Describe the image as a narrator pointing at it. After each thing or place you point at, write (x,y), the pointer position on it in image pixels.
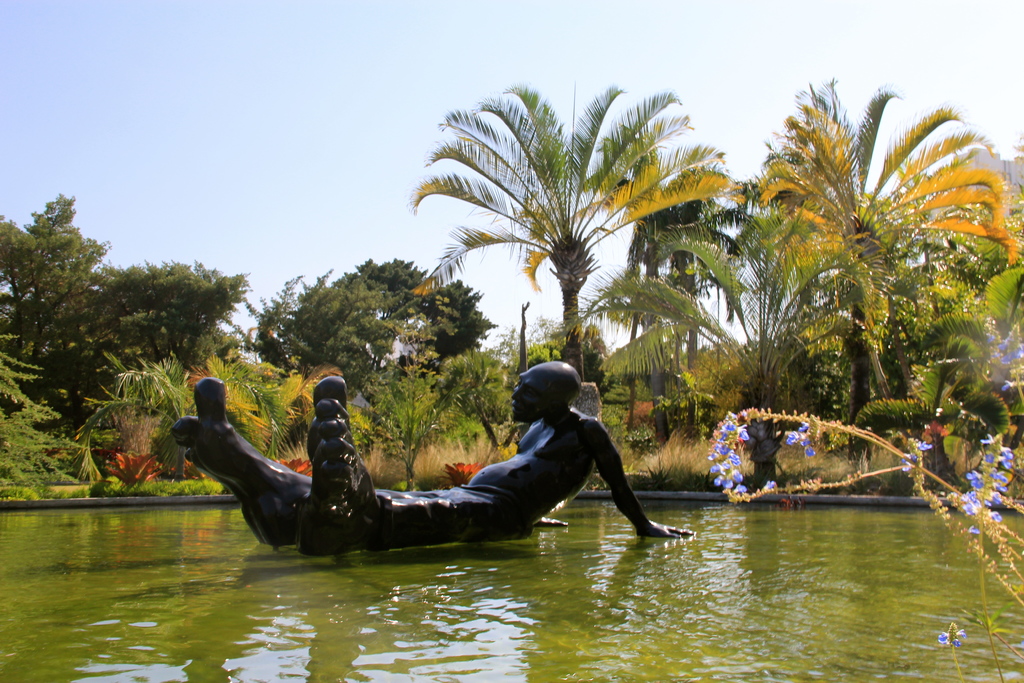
There is a pond (937,516) and in between the pond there is sculpture of a man (540,442), it is in black color and around the pond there are plenty of trees (577,359).
